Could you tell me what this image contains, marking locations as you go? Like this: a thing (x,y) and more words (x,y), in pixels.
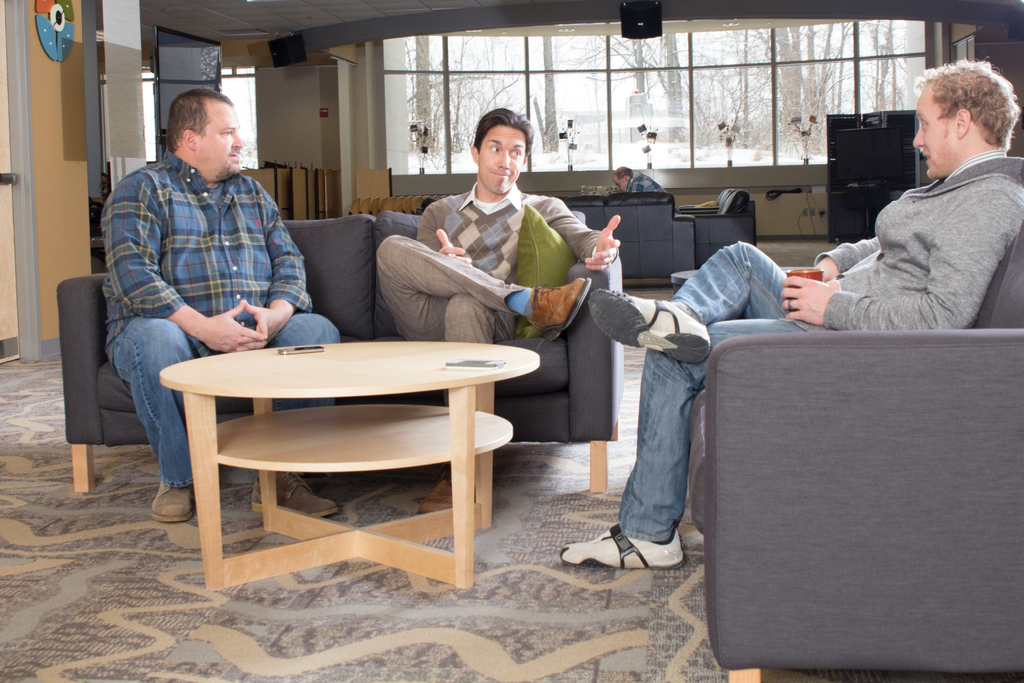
In this image I can see a three people (630,329) sitting on the chair (880,422). In front of the people (524,298) there is a table (289,371) on table (287,362) there is a mobile phones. At the back side (686,230) there is a couch (680,219) and one person (622,186) is sitting. At the background (604,159) I can see tree (751,89), snow (679,159) and a window (598,80). In front (820,283) the person (833,283) is holding a glass (809,277).
